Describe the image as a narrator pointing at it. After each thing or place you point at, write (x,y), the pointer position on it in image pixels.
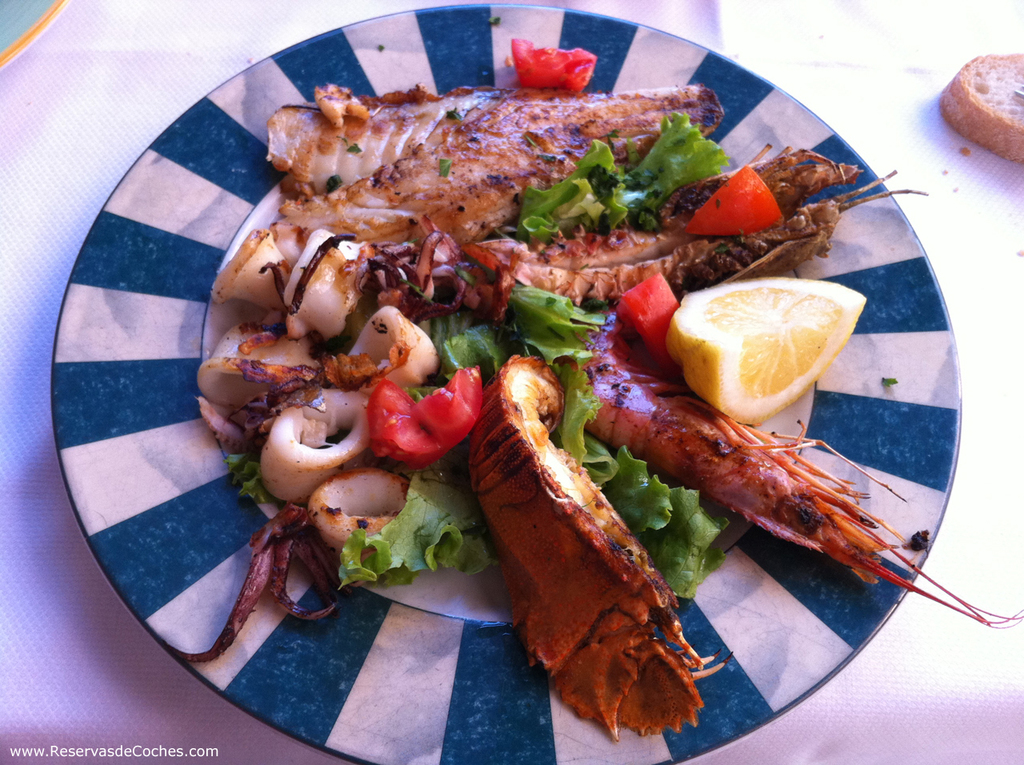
In the image there is salad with fry prawns (619,406) and lemon slice (728,303) on a plate (745,146) over a table (976,187) with a bread slice (955,122) on the right side (984,85) corner.
